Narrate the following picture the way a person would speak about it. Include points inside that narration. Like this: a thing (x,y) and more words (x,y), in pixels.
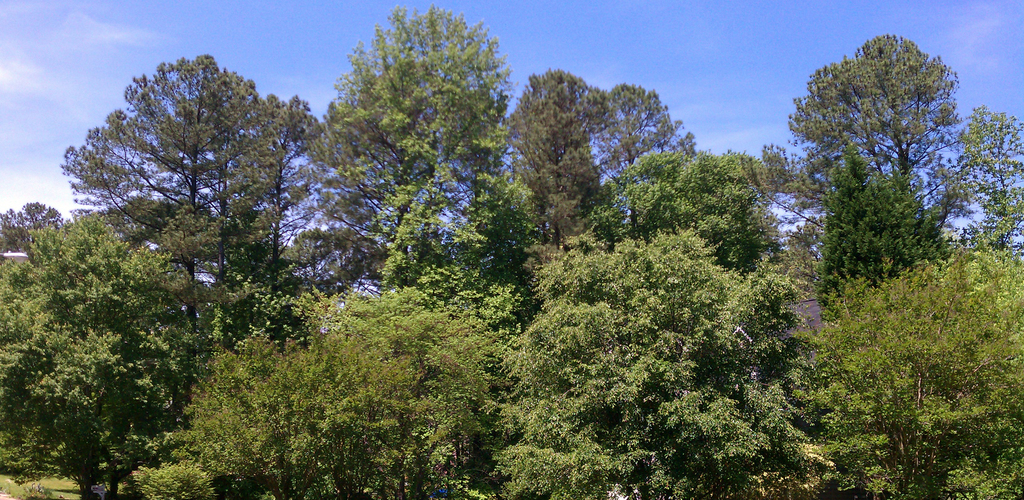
In the foreground of the picture (968,300) we can see trees (430,315) and roofs (815,308) of the buildings (804,322). At the top (515,51) it is sky (77,48).
